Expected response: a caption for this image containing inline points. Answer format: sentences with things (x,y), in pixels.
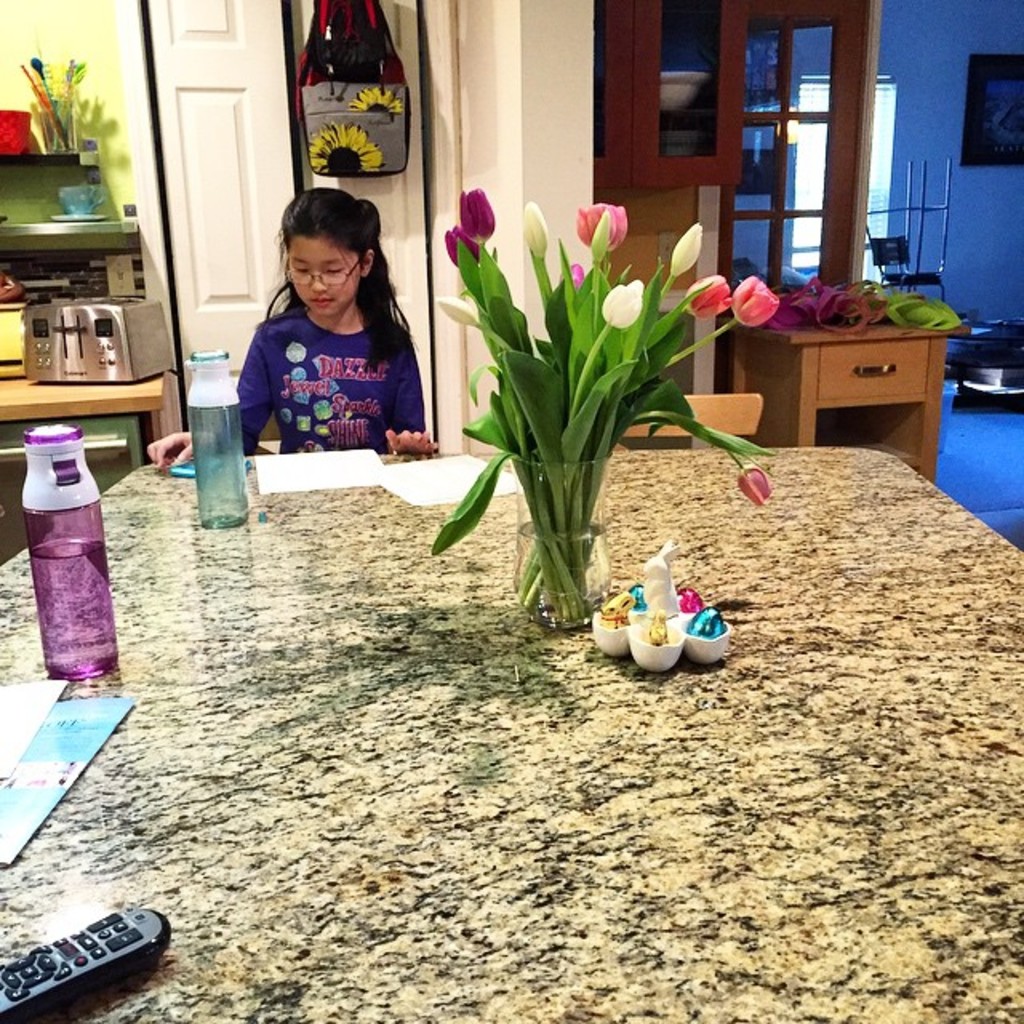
In this image I can see a table (409,719). There are two bottles (231,489) and some papers (34,763), one remote (109,945) and some bowls (674,645) are there on this table (564,719). Also I can see one flower vase (567,503). Beside this table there is a girl (336,388) standing by wearing a blue t-shirt (321,359). In the background (67,37) I can see a wall (90,31). beside the wall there is a door (228,68) also I can see one hand bag (355,103). On the right side of this image (996,113) I can see a frame (1000,101).
